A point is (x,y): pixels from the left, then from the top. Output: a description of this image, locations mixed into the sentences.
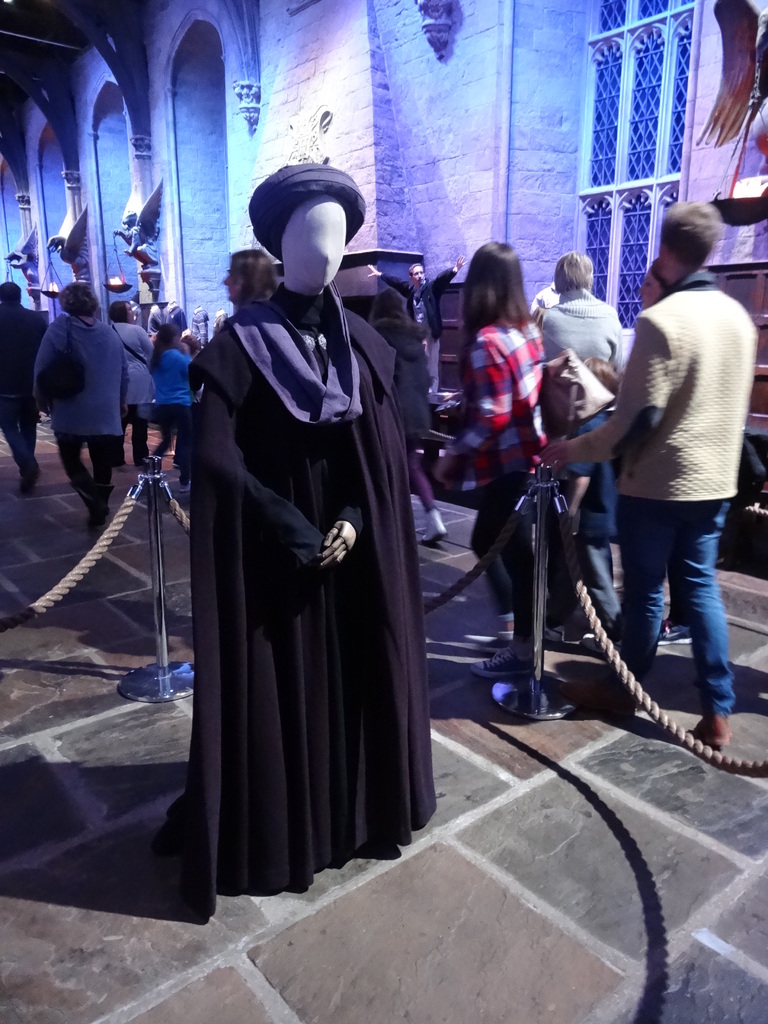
In front of the image there is a mannequin (284,463) with clothes (309,458). Behind the mannequin (255,419) there are poles (544,548) with ropes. Behind the poles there are few people (491,314) standing. In the background (509,159) there are walls (175,198) with pillars (170,216) and glass windows (665,169). And also there are statues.
